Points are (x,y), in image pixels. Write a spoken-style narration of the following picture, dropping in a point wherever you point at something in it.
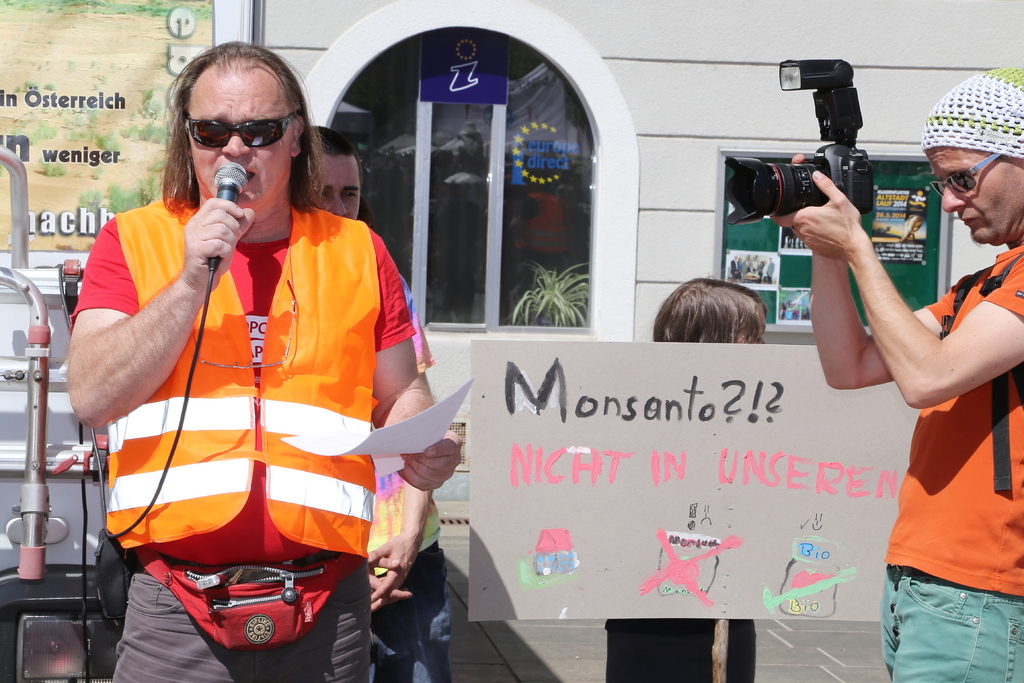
On the left (249,406) a man (207,430) is talking on mic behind him there are 2 persons (692,325) and a banner (654,555). On the right (937,340) a man (936,394) is capturing pics. In the background (325,100) there is a banner (431,73), door (344,118) and a building (745,95).
